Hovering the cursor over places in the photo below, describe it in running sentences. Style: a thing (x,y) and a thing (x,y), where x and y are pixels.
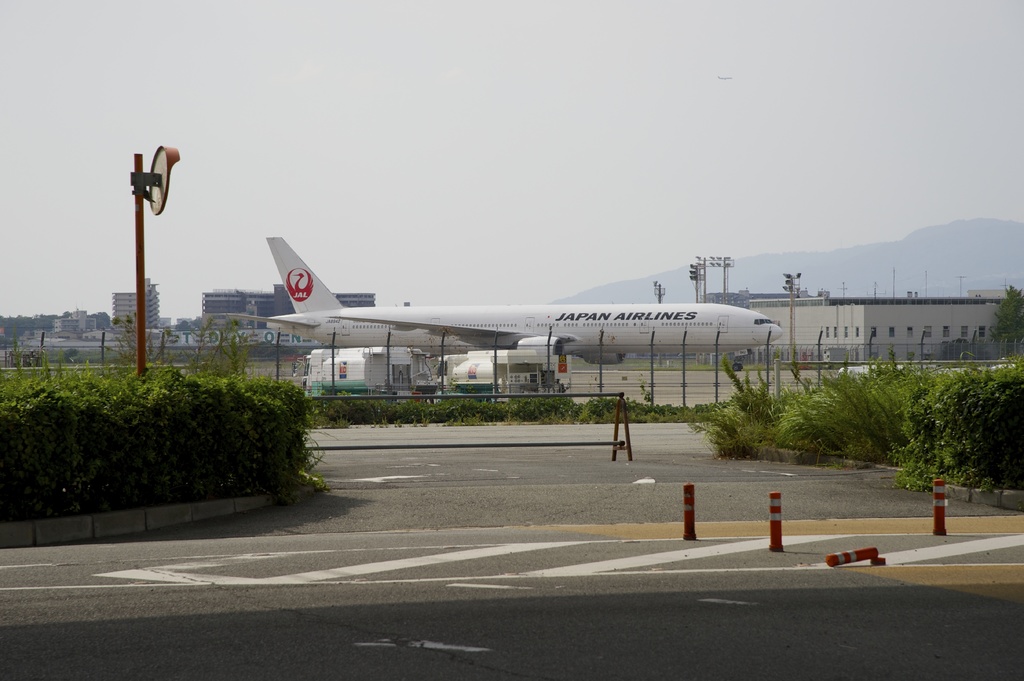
To the bottom of the image (531,561) there is a road (406,556) with zebra crossing (165,569) and orange color objects (686,524). To the left side of the image (201,362) there are plants (186,435). In the middle of the plants (124,381) there is a red pole (136,234) with the mirror (164,178). And to the right side of the image (908,402) there are plants (888,459). In the middle of the road (458,428) there is a stand (383,395). Behind the stand (613,448) there is a fencing (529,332). Behind the fencing (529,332) there are trees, flights (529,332) and other items (483,356) on it. In the background (217,291) there are buildings (811,298) trees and poles (696,278) with lights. To the top of the image (518,79) there is a sky (666,184).
